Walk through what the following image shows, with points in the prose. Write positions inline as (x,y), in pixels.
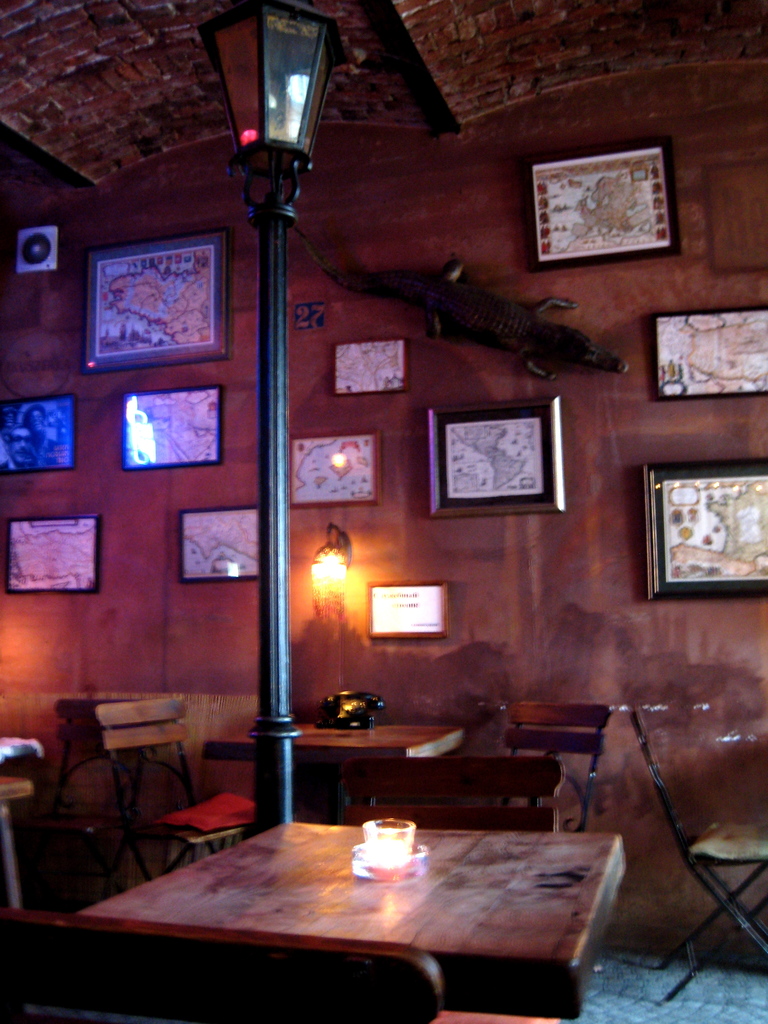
There is a lamp (271,133) and a pole (271,385) in this room (279,756) beside the table (258,840) on which a cup (383,856) was placed. There are some chairs (395,815) and a table (357,741) here. In the background (469,471) there are some photo frames (357,467) attached to the wall (717,158).
